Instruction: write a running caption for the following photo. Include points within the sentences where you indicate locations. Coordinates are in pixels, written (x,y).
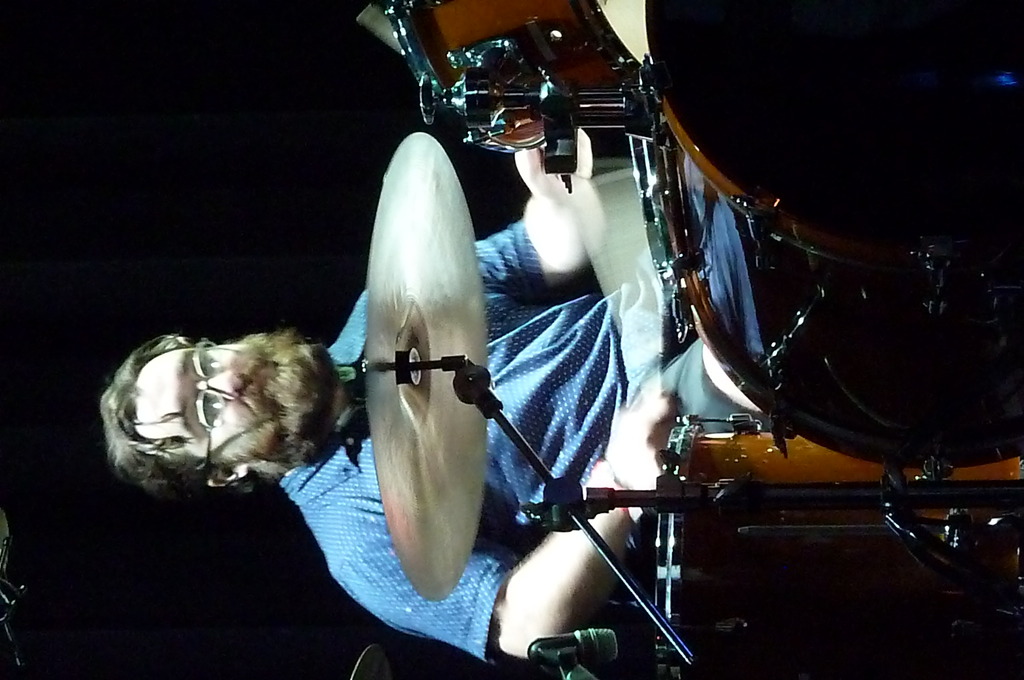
In the middle of the image (679,238) there are some drums (705,160). Behind the drums (626,76) a man (546,174) is sitting and playing drums (602,68).
